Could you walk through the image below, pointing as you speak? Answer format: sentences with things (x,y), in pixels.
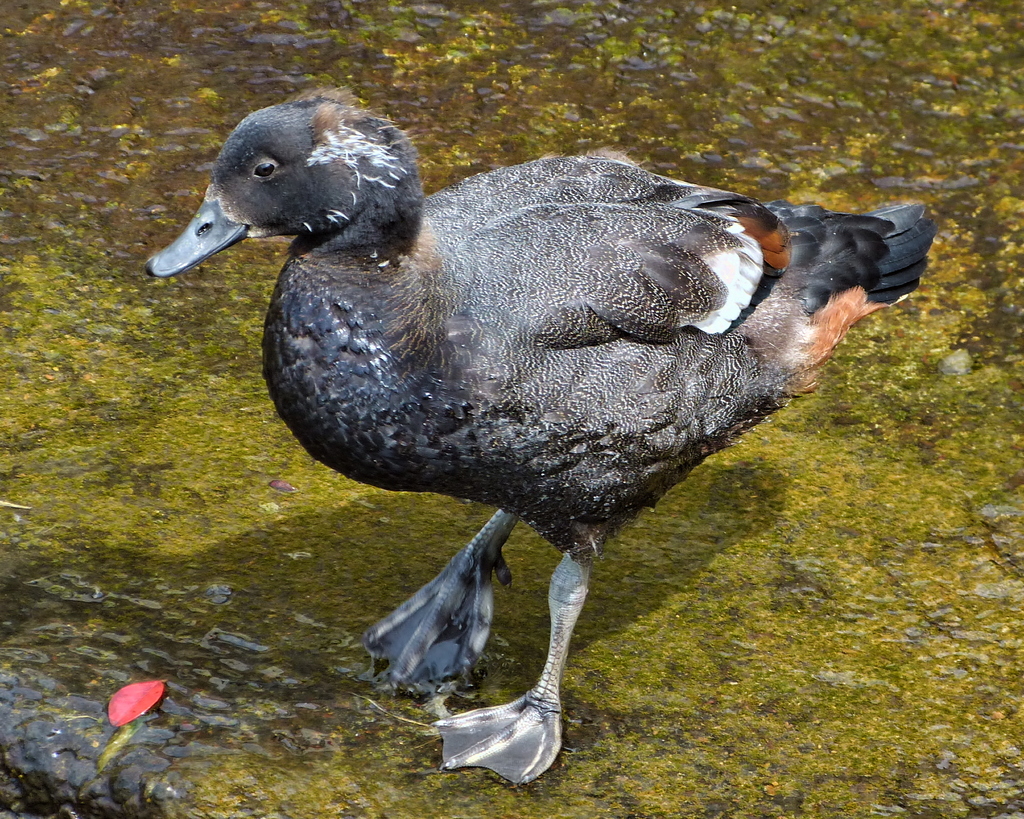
In this picture there is a duck (567,249) in the center of the image (509,410) in the shallow water (682,778).
